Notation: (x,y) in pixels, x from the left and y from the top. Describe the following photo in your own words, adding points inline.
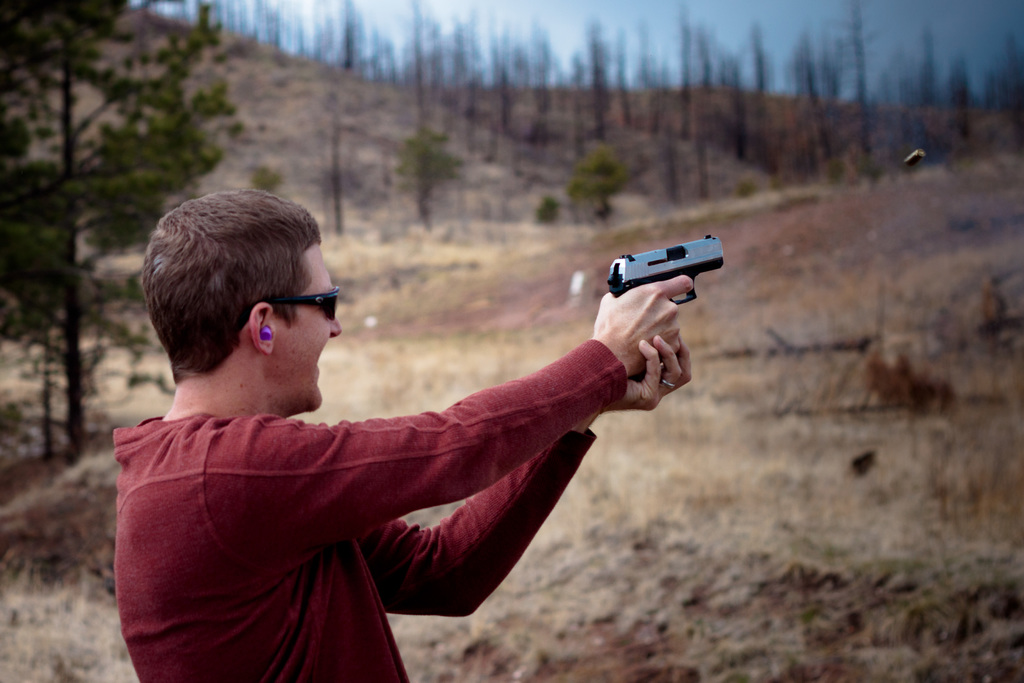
There is a person (304,324) wearing a goggles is holding a gun (633,277). In the background (437,94) there are trees (466,77) and sky (561,32). Also it is blurred in the background (677,132).
